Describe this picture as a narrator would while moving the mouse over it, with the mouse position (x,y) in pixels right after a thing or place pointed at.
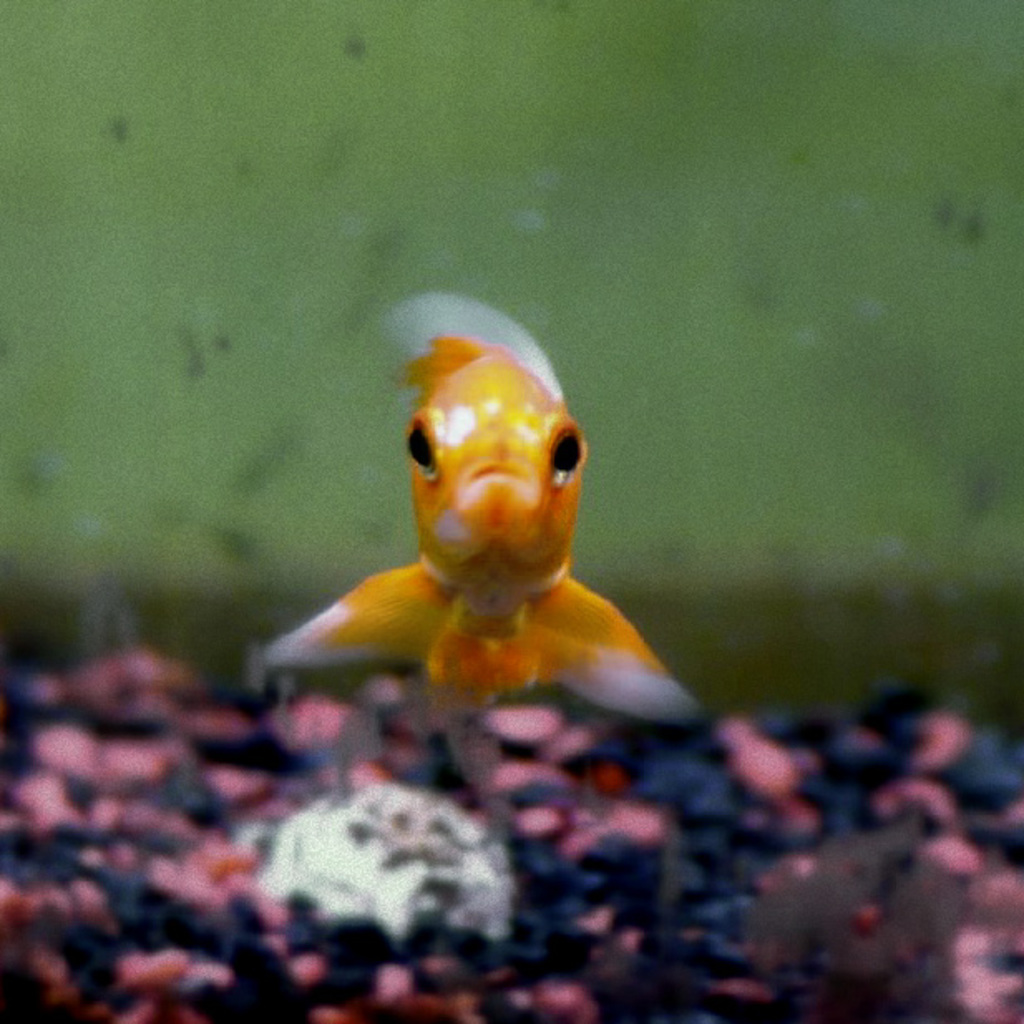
In the image we can see there is a golden fish (459,545).
